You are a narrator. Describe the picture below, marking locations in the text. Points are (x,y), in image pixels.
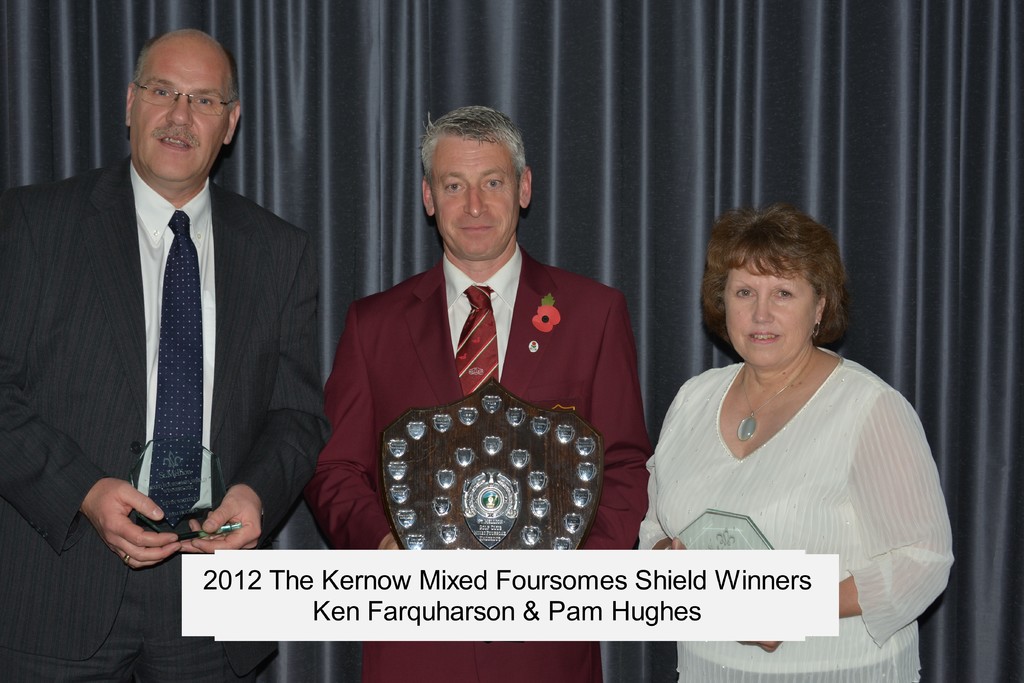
In this image I can see two persons (214,326) wearing shirts (215,338), ties (170,300) and blazers (303,353) are standing and a woman (776,441) wearing white colored dress (782,475) is standing. I can see all three of them are holding awards (574,511) in their hands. In the background (631,250) I can see the curtain (624,131).
